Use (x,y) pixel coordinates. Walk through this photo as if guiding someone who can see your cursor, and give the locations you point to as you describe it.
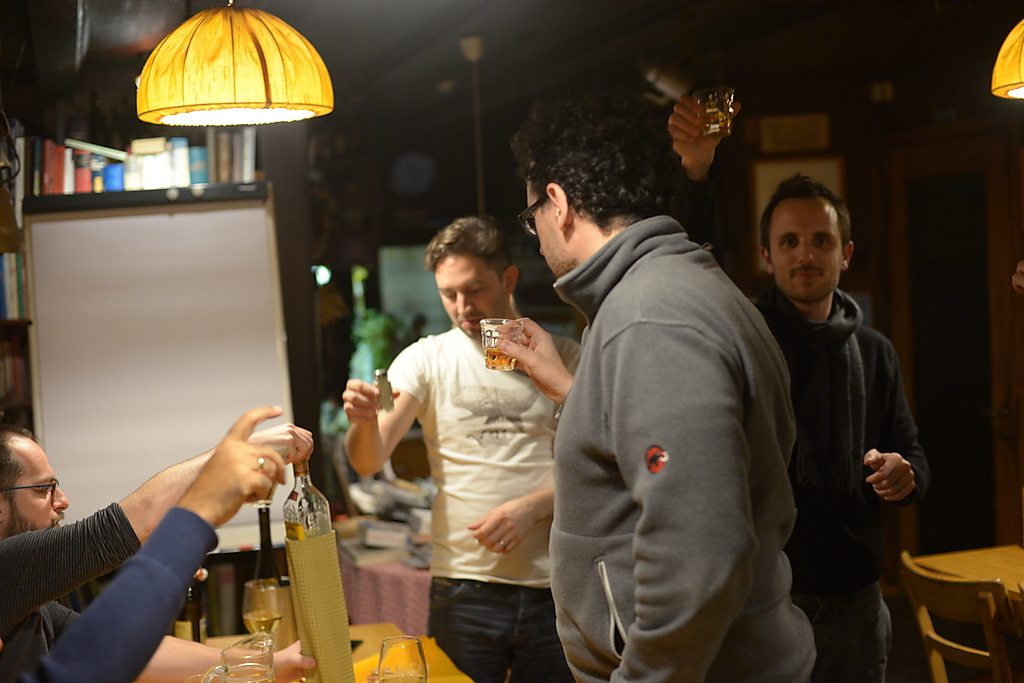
In this image there are few people (502,447). Three people (521,421) are standing holding glasses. In the left side (110,537) one person (36,522) is sitting. in front of him there is a table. on the table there are bottles (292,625) and glasses (252,624). on the top (215,63) there are lights (236,62). In the right side (980,582) there are table (970,574) and chair (952,590). the background (416,172) is not clear. Another hand (158,592) is visible from left bottom corner.
